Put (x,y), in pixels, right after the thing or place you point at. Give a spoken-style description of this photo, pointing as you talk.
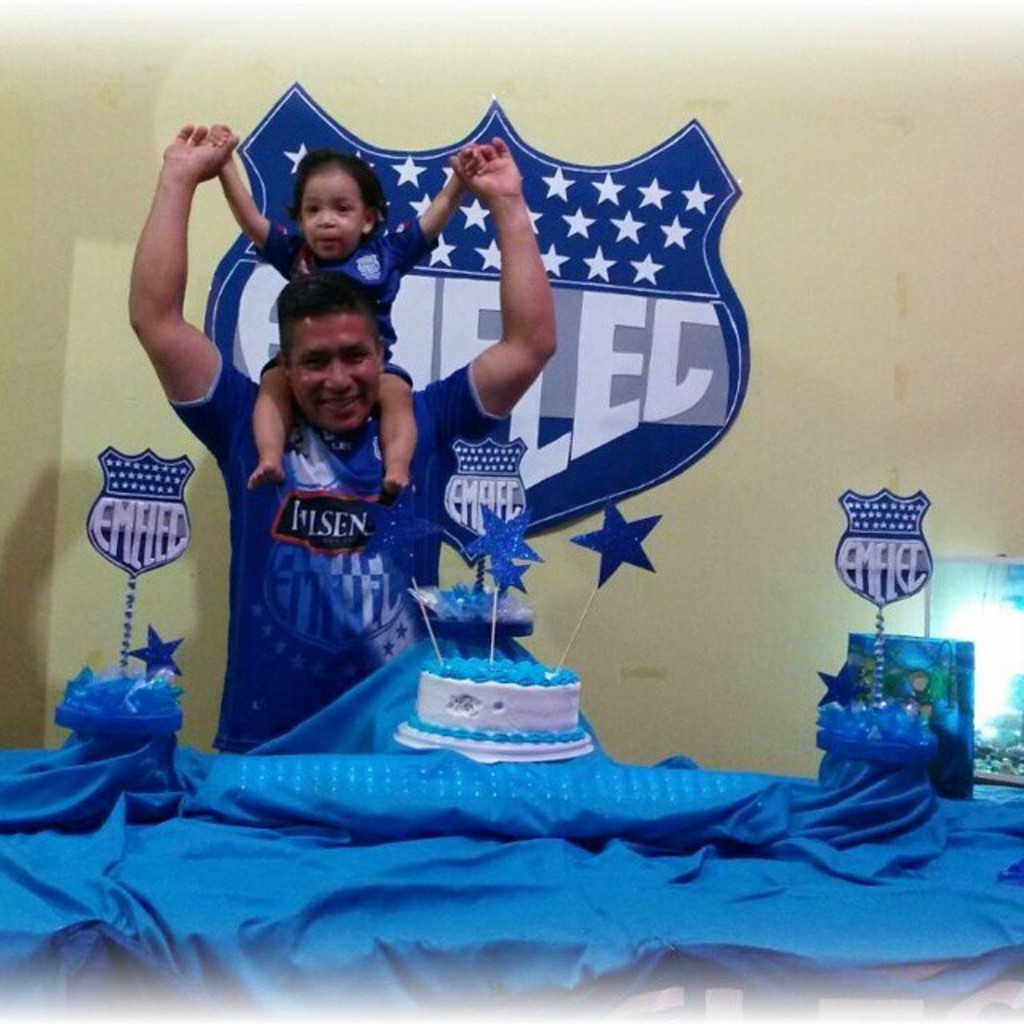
In this picture there is a man (332,400) who is wearing blue t-shirt (322,587). He is holding a girl (362,265). He is standing near to the table (1023,854). On the table (985,931) we can see the cakes (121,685) and cloth (759,802). On the right (1009,723) there is an aquarium (976,670) near to the wall (980,534).
